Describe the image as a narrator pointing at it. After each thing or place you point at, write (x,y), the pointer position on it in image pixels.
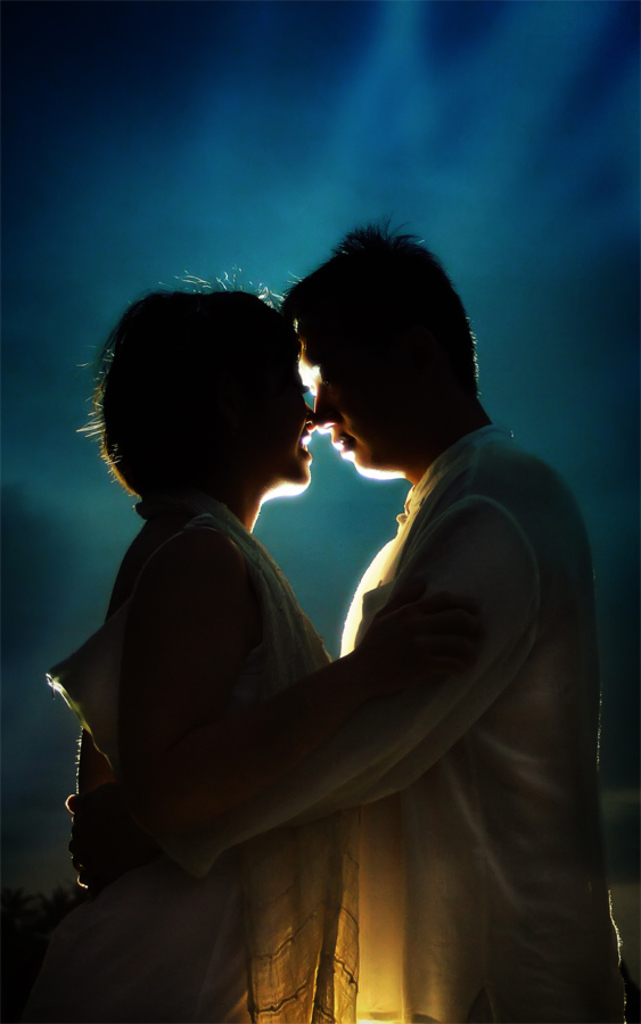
In this picture there are two people (211,710) standing, among them there's a man (191,831) holding a woman (259,382). In the background of the image (512,419) it is blurry and we can see the sky (468,195).
